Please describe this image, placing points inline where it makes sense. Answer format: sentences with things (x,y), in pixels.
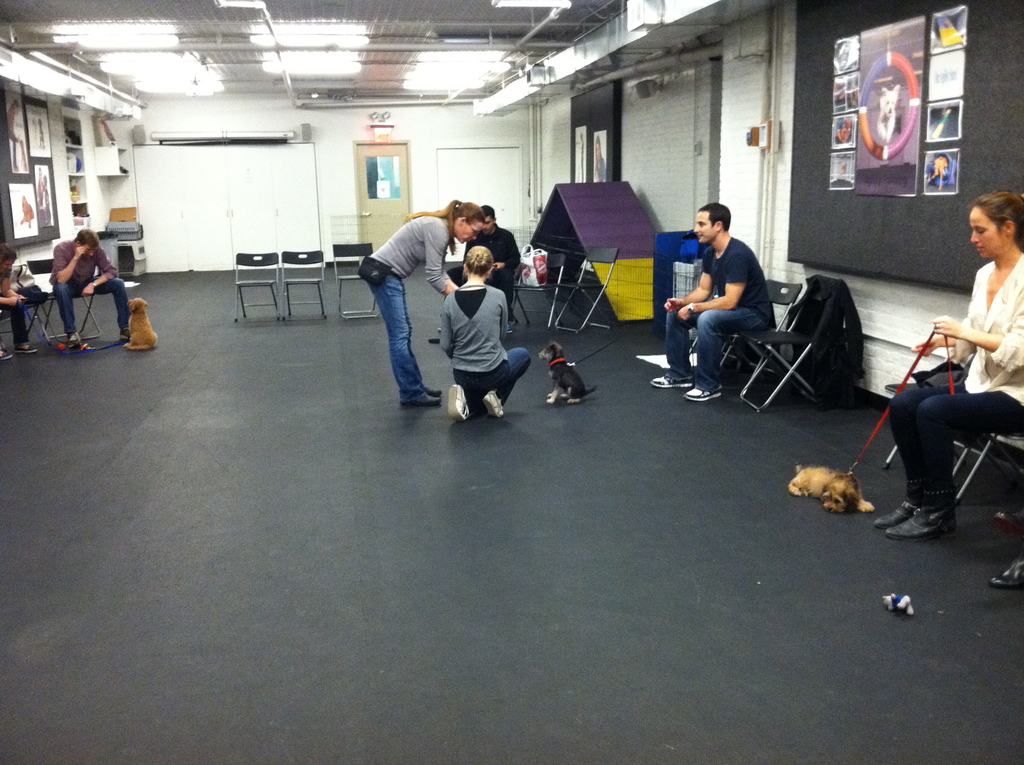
In this picture we can see five people (9,266) sitting on chairs (604,281), three dogs (569,400) and two people (474,264) on the floor (344,476), posters (48,193), door (372,197), lights (497,56), jacket (835,325), walls (640,173), pipes (762,202) and some objects (760,136).
